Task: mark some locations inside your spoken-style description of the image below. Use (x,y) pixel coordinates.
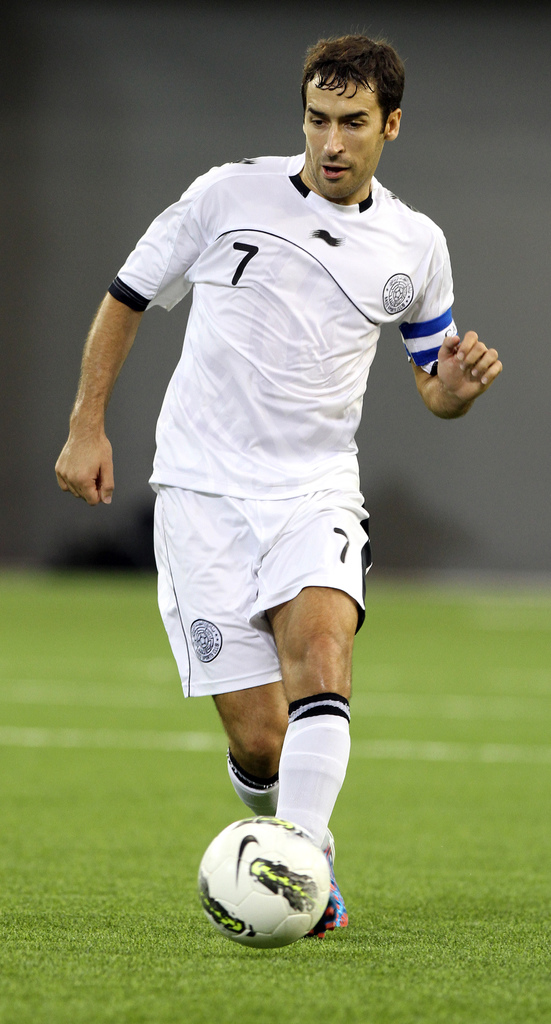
In the image we can see there is a man (335,250) who is standing and he is playing with a football (251,883) and the ground (358,906) is covered with grass (353,868).
